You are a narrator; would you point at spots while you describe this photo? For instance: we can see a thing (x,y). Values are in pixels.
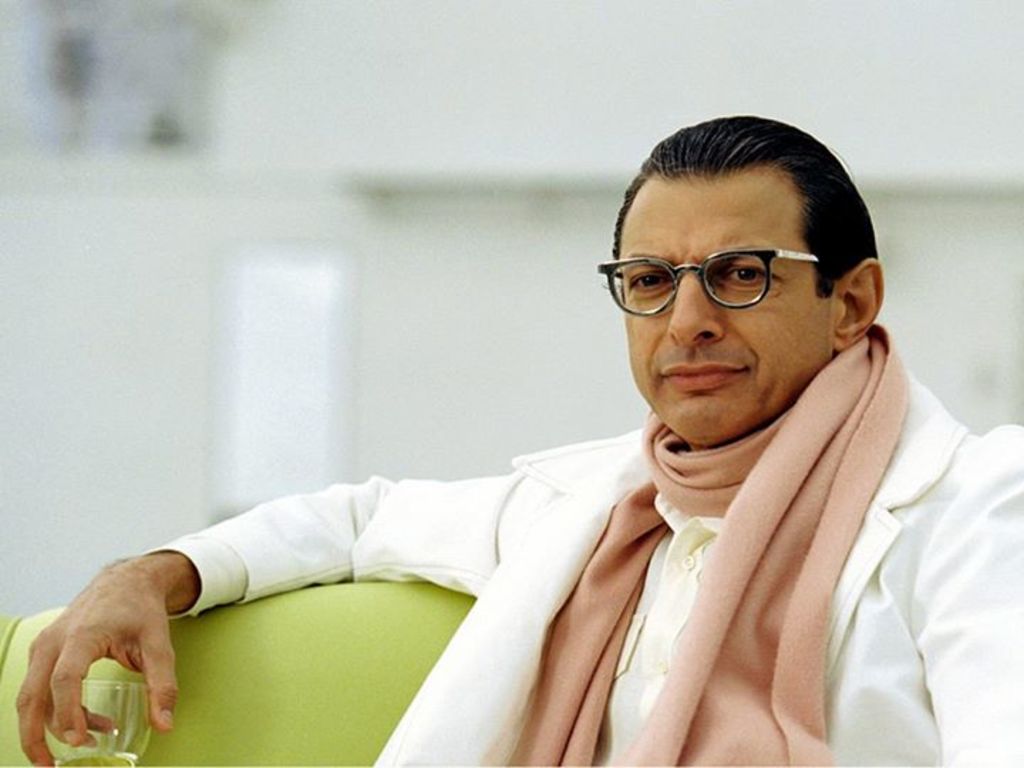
In this image, I can see the man (446,680) sitting. He wore a suit (578,551), muffler (636,519), shirt (668,603) and spectacles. This man (118,634) is holding a glass (114,723). The background (180,271) looks blurry.
